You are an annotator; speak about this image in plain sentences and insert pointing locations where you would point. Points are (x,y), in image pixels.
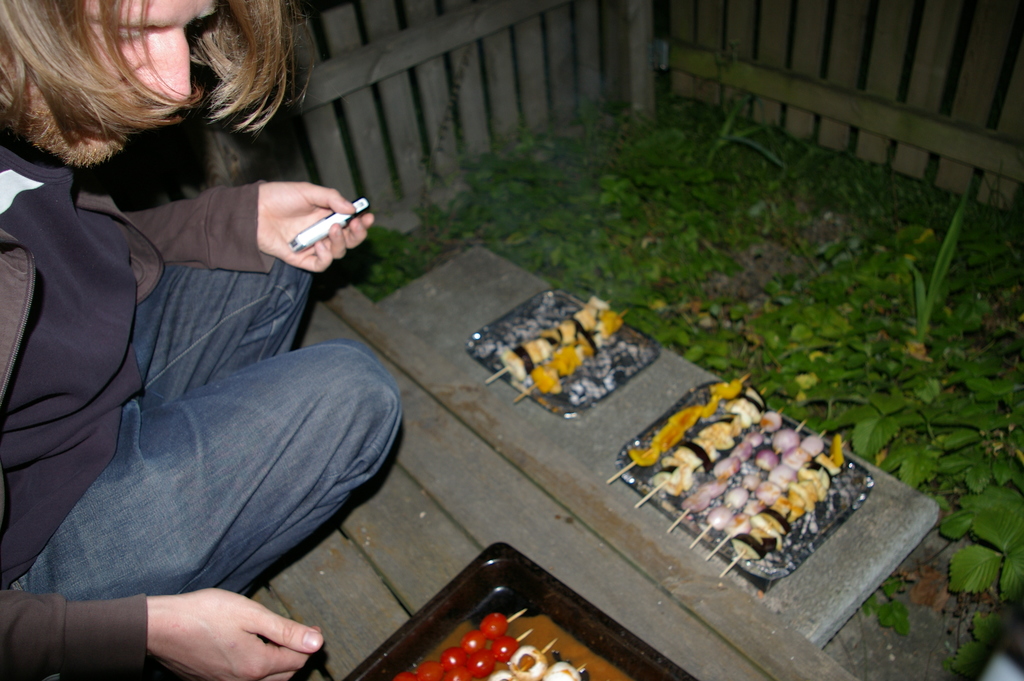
In this picture we can see a person (164,428), trays (657,659), and food items (473,641). There are plants (808,298) and a fence (1016,114).
